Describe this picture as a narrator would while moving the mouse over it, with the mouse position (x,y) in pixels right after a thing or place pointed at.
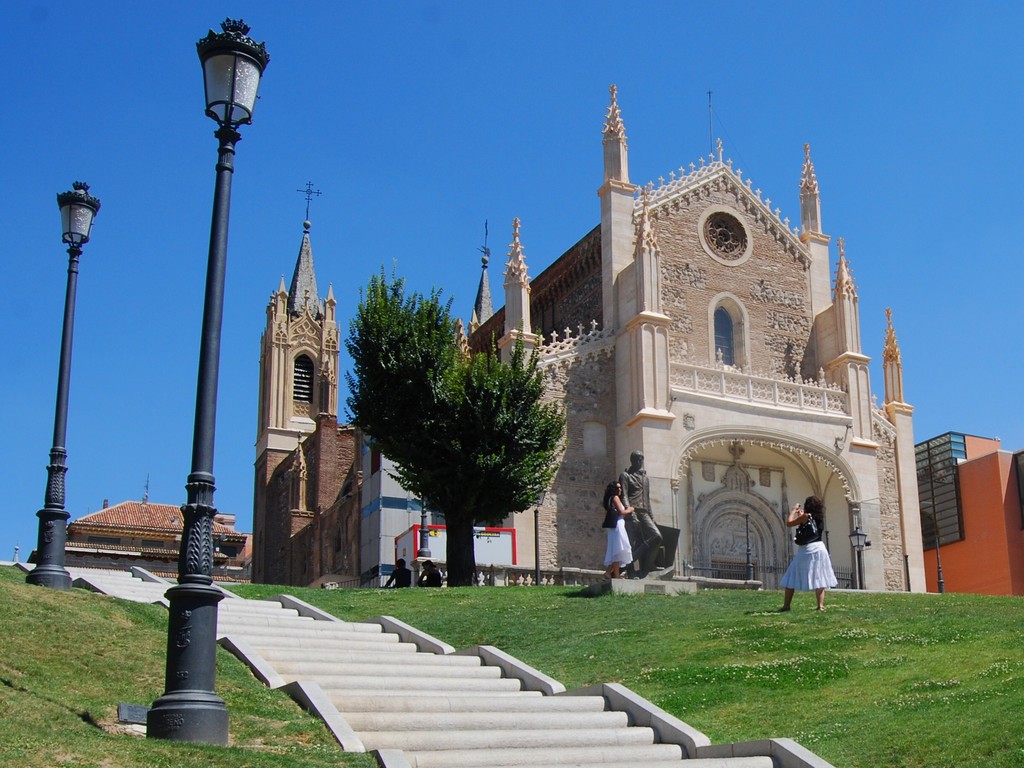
At the center of the image (678,451) we can see there is a church (657,449), in front of the church (575,542) there are two girls (803,556) taking pictures, beside them there is a tree (450,472). Beside the tree (448,508) there are stairs (316,612) and lamps (176,683). In the background (481,129) there is a sky (805,38).
